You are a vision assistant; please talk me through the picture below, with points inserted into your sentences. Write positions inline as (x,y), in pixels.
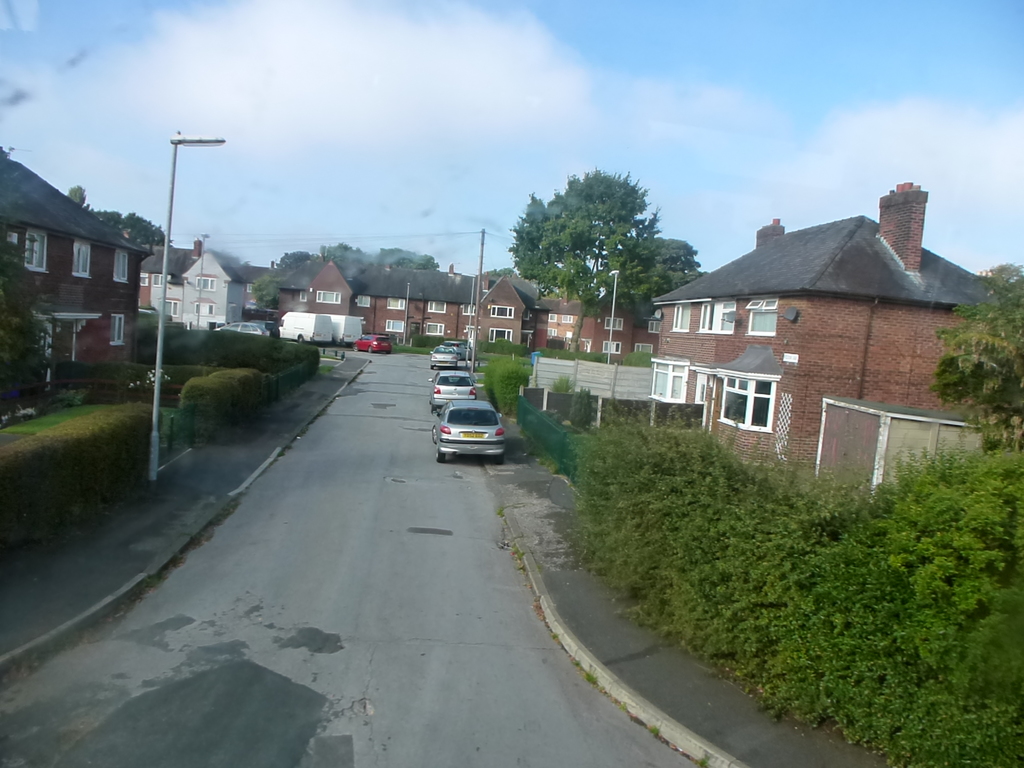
In this picture I can see buildings (879,394), trees (674,283), few poles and I can see few cars (466,451) and vehicles (315,326) parked and I can see blue cloudy sky (576,118).
